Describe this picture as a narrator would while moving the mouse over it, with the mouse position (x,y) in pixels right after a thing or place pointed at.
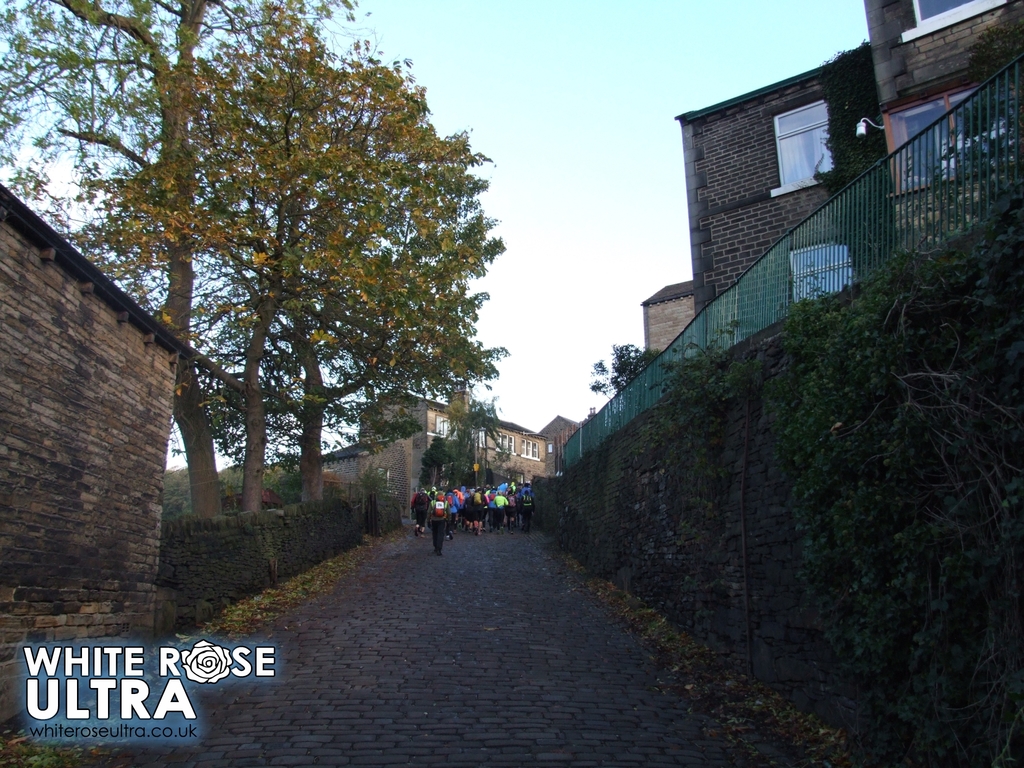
In this image there is the sky (582,106) towards the top of the image (553,226), there are buildings (658,315) towards the right of the image (703,246), there are windows (512,446), there is a wall (723,487) towards the right of the image (706,601), there are plants (838,392) towards the right of the image (825,422), there are trees (236,113) towards the top of the image (257,94), there is a wall (74,466) towards the left of the image (71,499), there are a group of persons (477,516) walking, they are wearing bags (434,508), there is a walking path (432,582) towards the bottom of the image (453,624), there is text (202,663) towards the bottom of the image (159,682).
